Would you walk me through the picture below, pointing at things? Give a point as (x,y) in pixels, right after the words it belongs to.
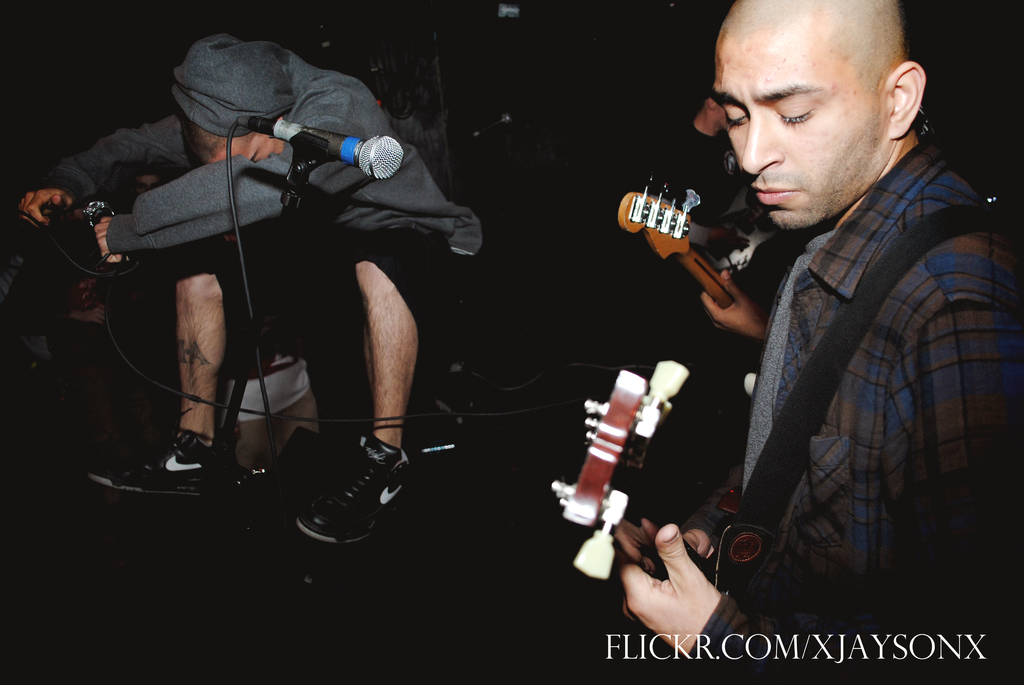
The background of the picture (587,123) is completely dark. Here we can see one man (111,233) sitting. This is a mike (366,163). We can see two persons (799,342) standing and playing guitars (724,299).
